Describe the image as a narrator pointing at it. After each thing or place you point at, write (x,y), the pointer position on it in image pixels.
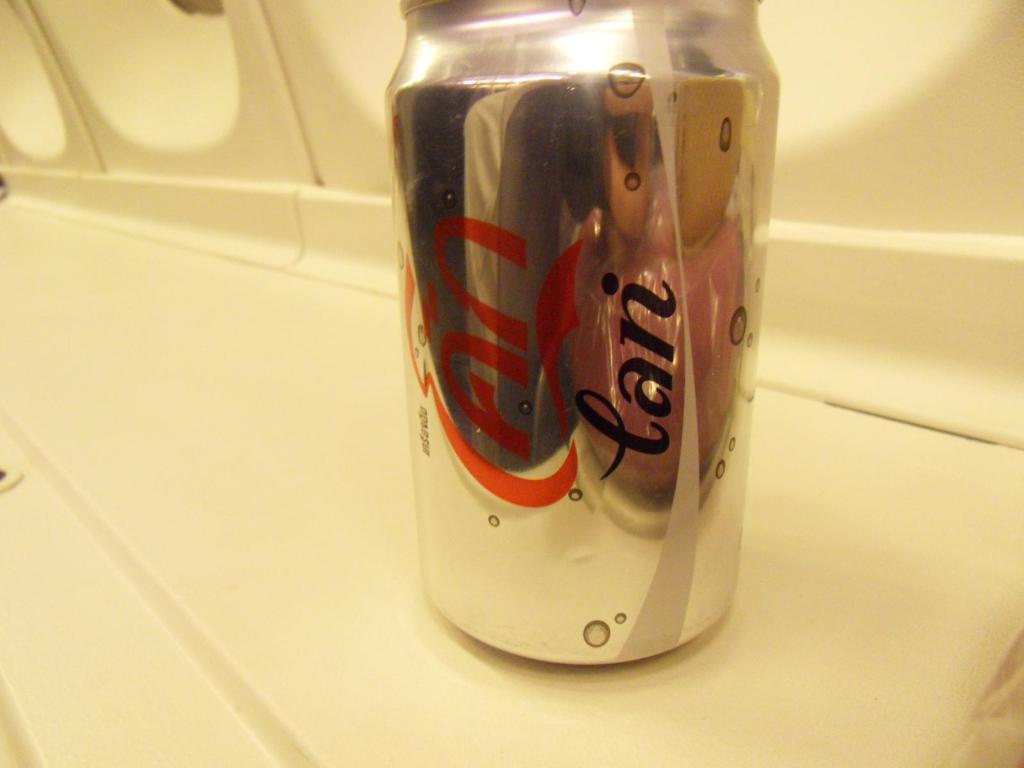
In this picture I can see a can (707,186) and looks like a countertop (274,413) in the background (256,271).
